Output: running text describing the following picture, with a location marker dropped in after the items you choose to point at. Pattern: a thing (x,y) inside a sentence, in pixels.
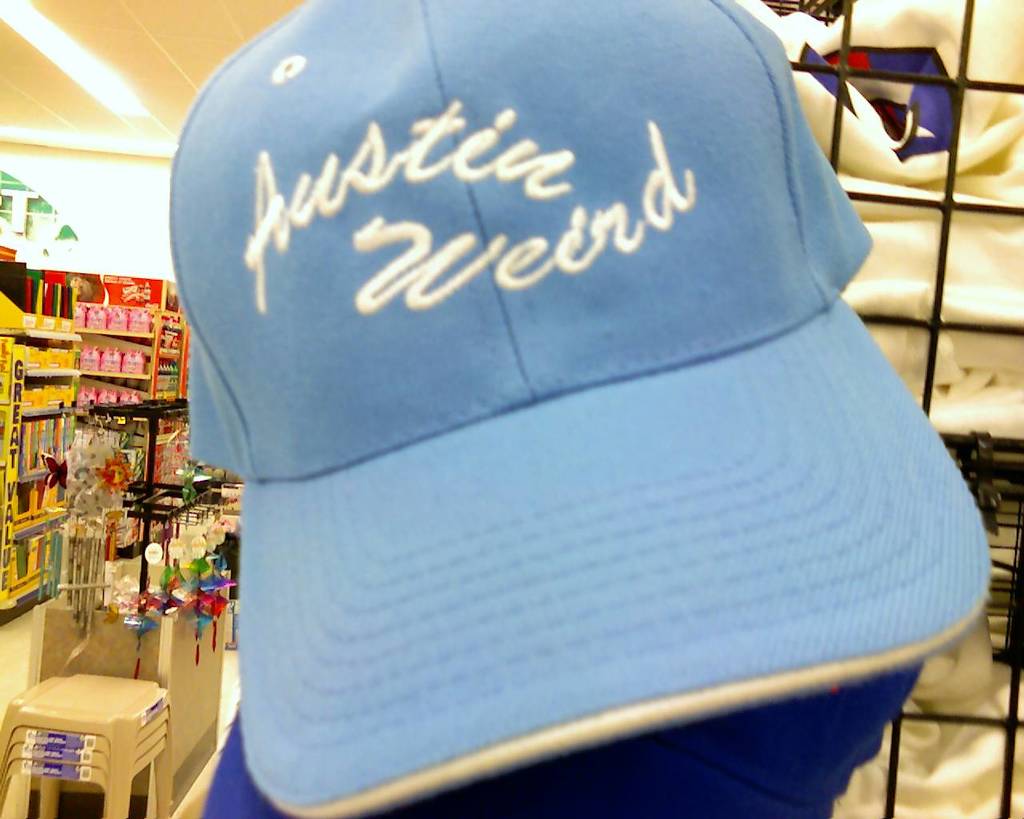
This picture seems to be clicked inside the hall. In the foreground (695,530) we can see a blue color cap (834,601) and we can see the text (538,276) on the cap (826,572). On the right corner (1013,88) we can see the metal rods (962,75) and some white color object (988,294). On the left (179,11) we can see the roof (181,24), ceiling lights (106,71), stools (104,743) and some boxes (88,366) and racks (157,394) containing many number of objects (173,374) and we can see the text (18,365) and many other objects (62,561). In the center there is a blue color object (793,726).
